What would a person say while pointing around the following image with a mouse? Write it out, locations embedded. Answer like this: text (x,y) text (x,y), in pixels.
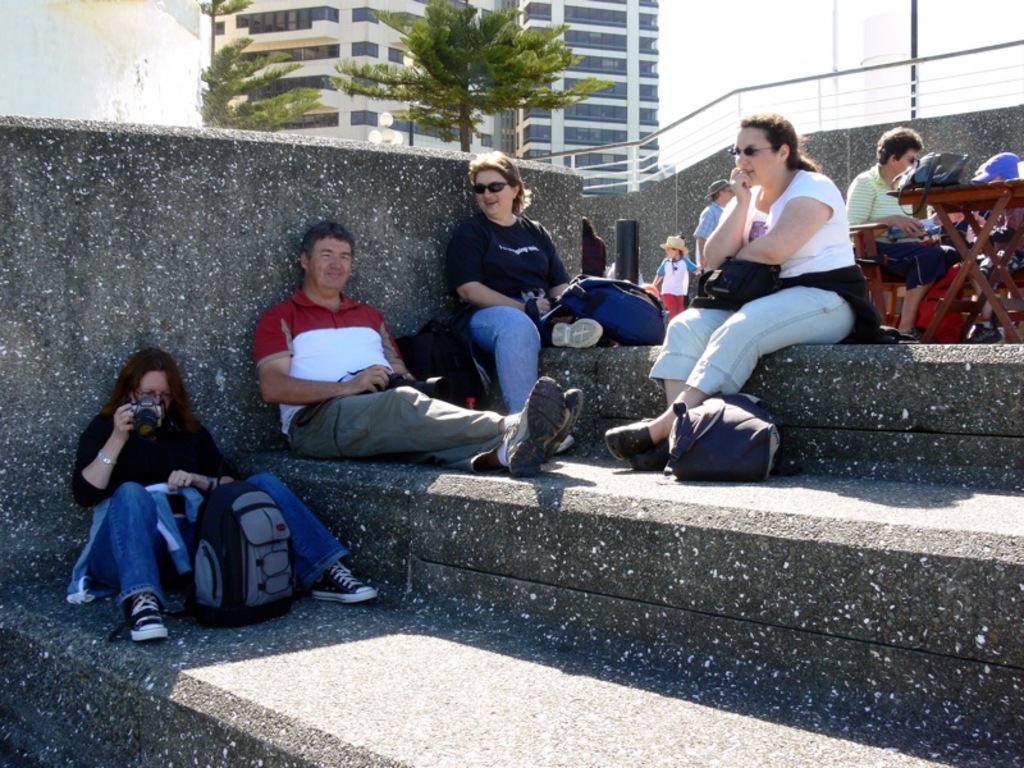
In this image, we can see persons (785,243) and bags (638,294) on steps (492,565). There are trees (372,95) and buildings (611,98) at the top of the image (539,40). There is a person (912,267) on the right side of the image (860,201) sitting on the chair (875,260) in front of the table (948,232).
